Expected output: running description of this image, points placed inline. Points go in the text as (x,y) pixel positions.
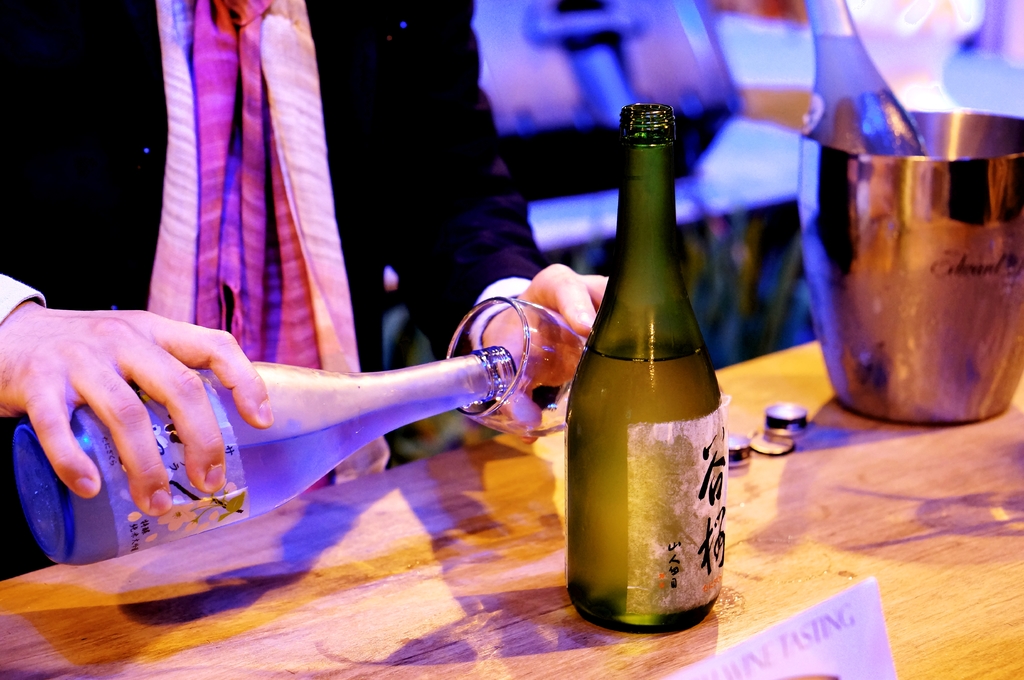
In this picture, we see a person (345,83) wearing black blazer (457,247) is holding glass (536,338) in one of his hands (568,297) and in the other hand (57,377) he is holding wine bottle (311,441). In front of him, we see a table (475,556) on which green color bottle (610,342), caps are placed on it.
